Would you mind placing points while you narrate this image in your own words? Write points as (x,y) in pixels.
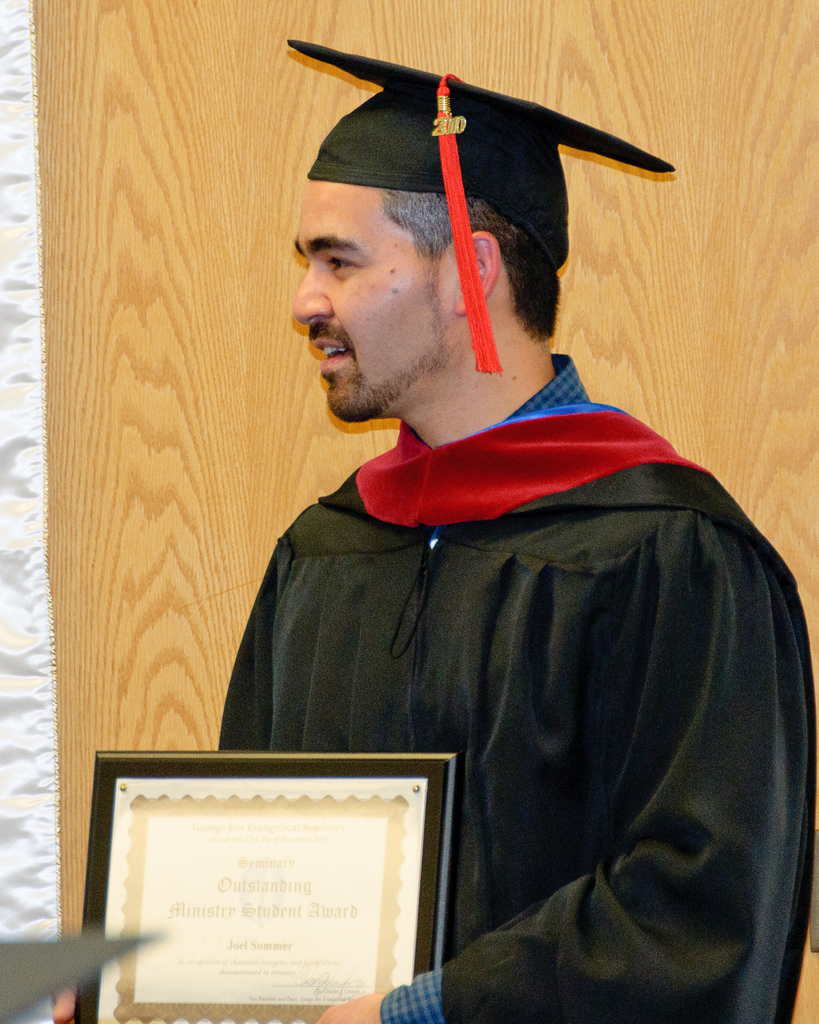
In the picture we can see a man (768,900) standing near the wooden wall (147,442) and holding a certificate (352,854) with a frame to it.
